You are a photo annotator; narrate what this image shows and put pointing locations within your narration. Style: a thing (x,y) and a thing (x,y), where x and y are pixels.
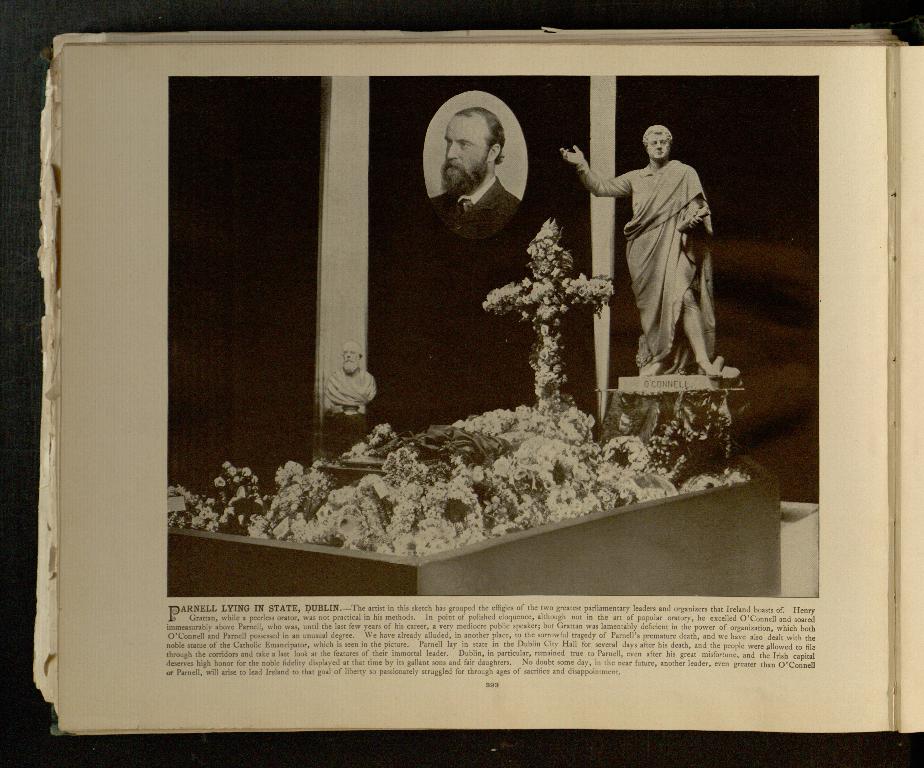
In this image we can see the book (463,396) with text (615,616) and pictures (434,294).
